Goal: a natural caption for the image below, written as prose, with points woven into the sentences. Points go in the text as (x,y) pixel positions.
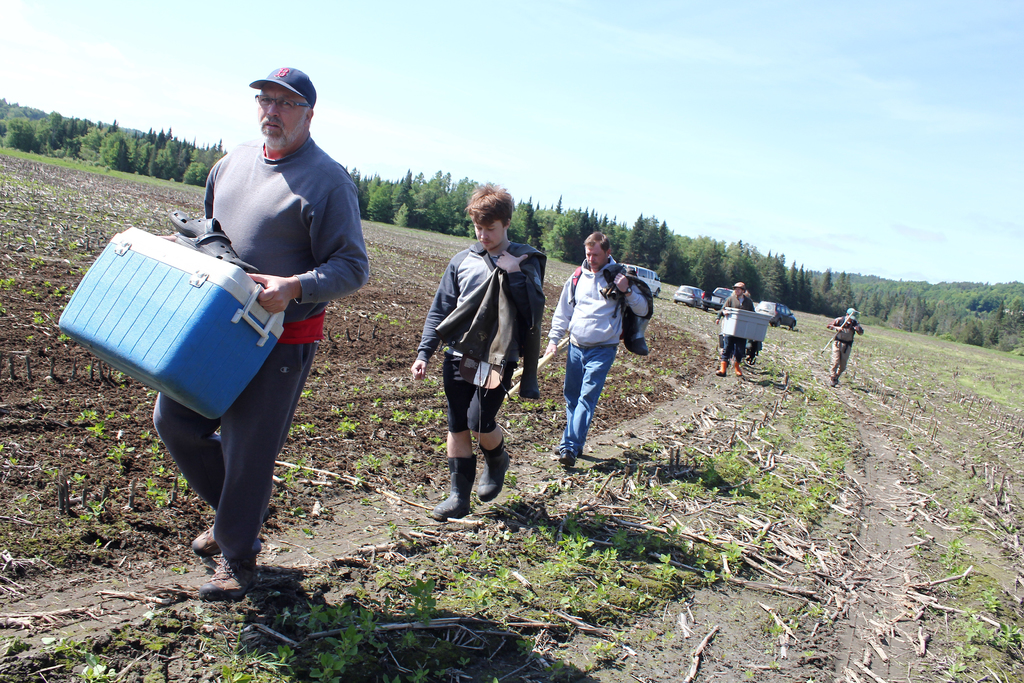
On the left side of the image (268,282) we can see a man (162,397) holding an ice box (209,347). In the background (197,152) there are people (838,366) walking and there are trees (419,218). At the top (539,142) there is sky (557,67).
